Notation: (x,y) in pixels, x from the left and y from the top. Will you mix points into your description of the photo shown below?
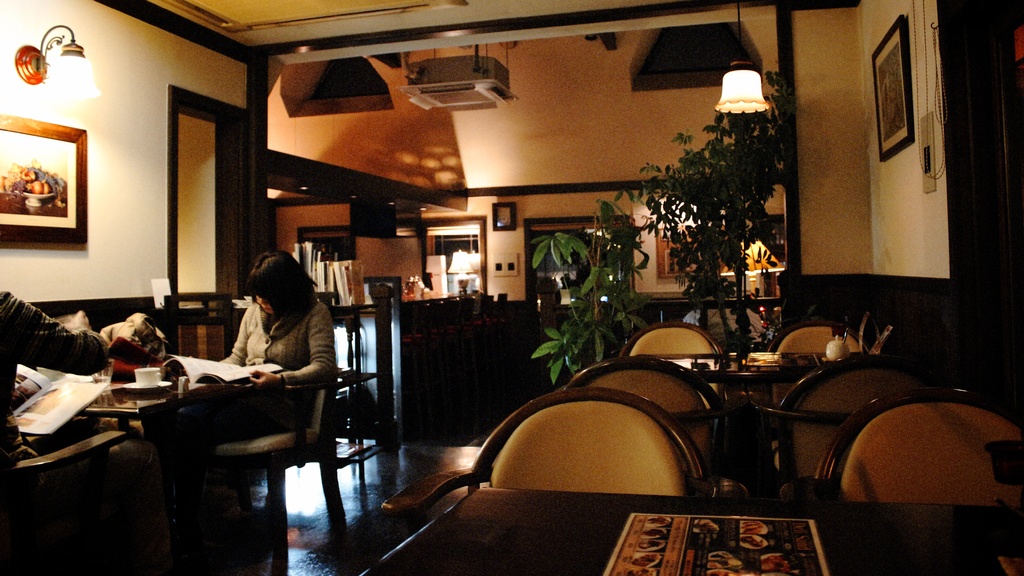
In a room (384,290) there is a woman (256,270) sitting and reading a book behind her there are so many tables (943,561) and chairs (823,433) and photo frames (900,140) on the wall (187,283) and some plants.
